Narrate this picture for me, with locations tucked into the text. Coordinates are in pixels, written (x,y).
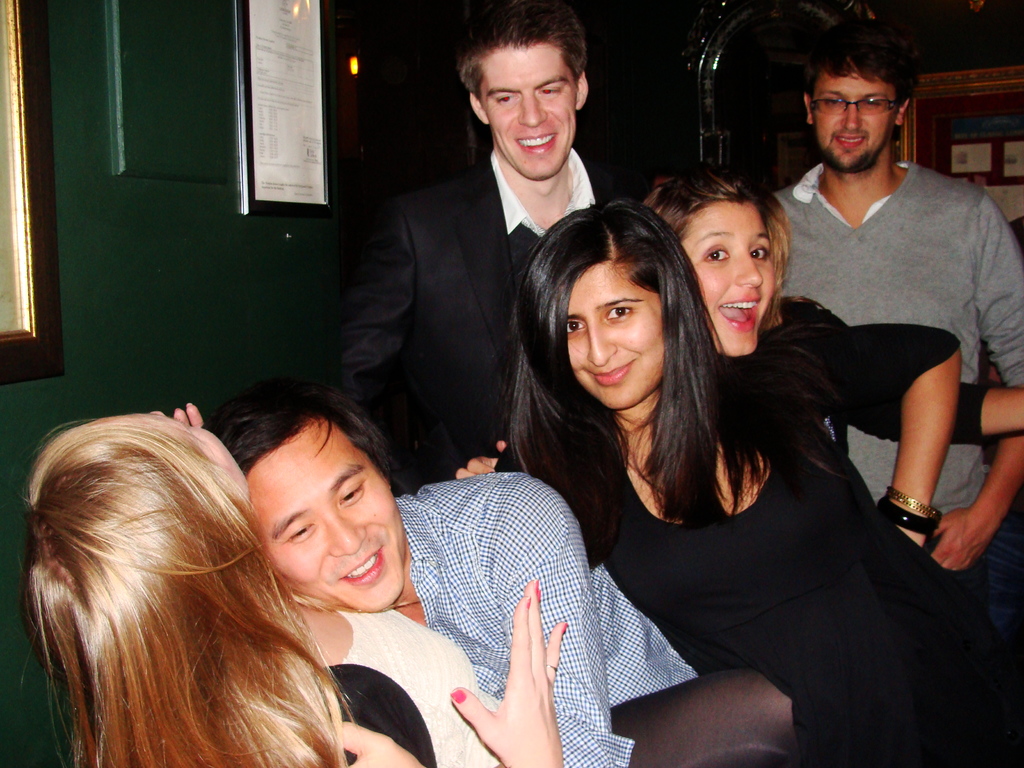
In this image I can see few people (554,222) and they are wearing different color dresses (372,377). I can see a frame (262,20) is attached to the green wall (168,279) and few objects (943,145) at back (942,120).
